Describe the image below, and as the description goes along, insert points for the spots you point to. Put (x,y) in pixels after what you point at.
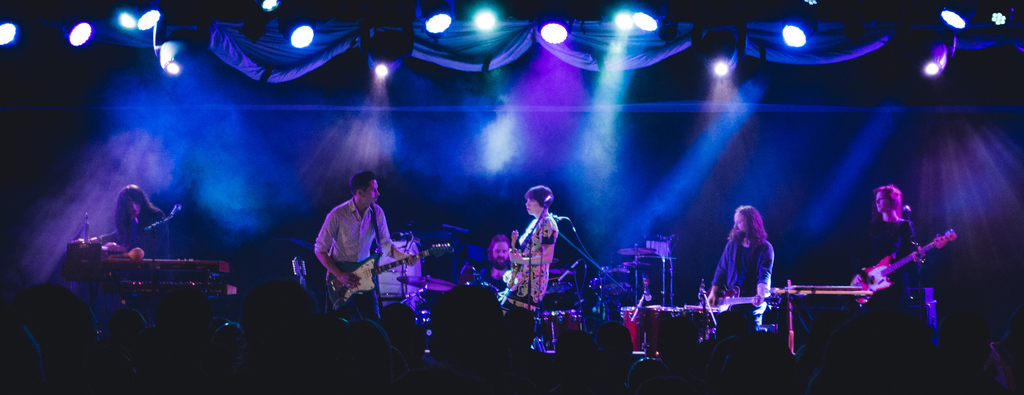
In this image i can see a group of people (897,286) are standing on the stage (465,246) and playing musical instruments (377,257) in front of a microphone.
